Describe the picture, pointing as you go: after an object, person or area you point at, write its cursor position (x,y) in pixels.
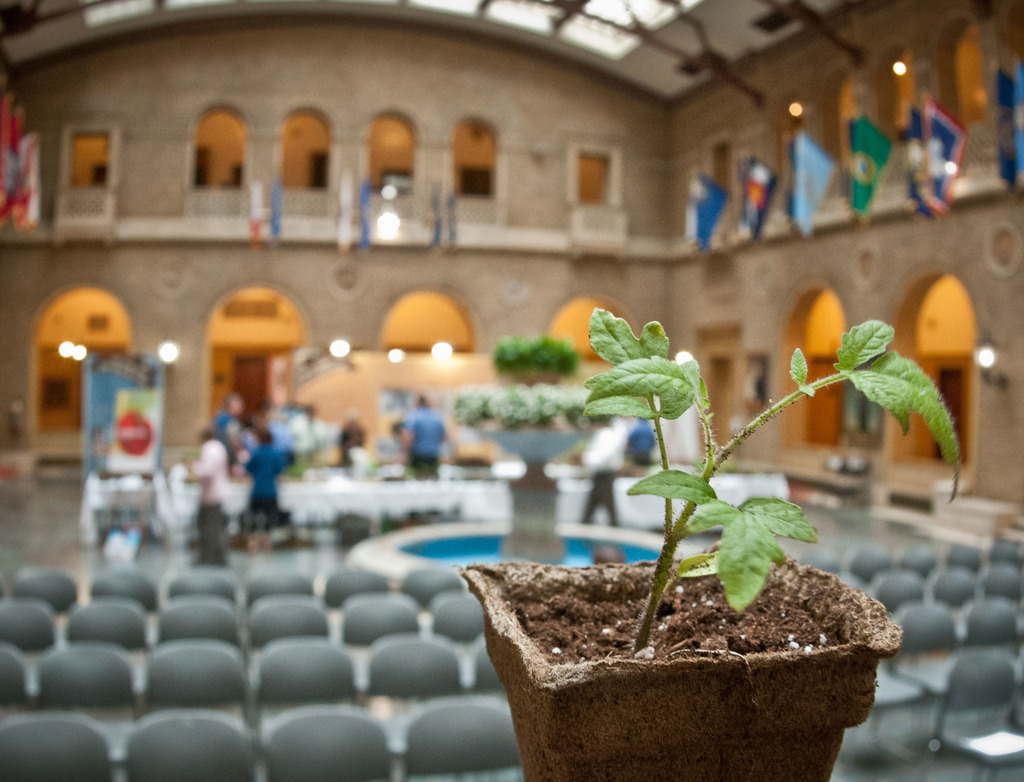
In this image in front (725,598) there is a flower pot (726,613). There are chairs (367,604). In the center of the image (528,487) there is a fountain (421,551). There are people (271,515) standing on the floor (178,552). There are tables (408,495). There are lights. There are flags (773,183). In the background of the image (506,190) there is a building (620,243).
